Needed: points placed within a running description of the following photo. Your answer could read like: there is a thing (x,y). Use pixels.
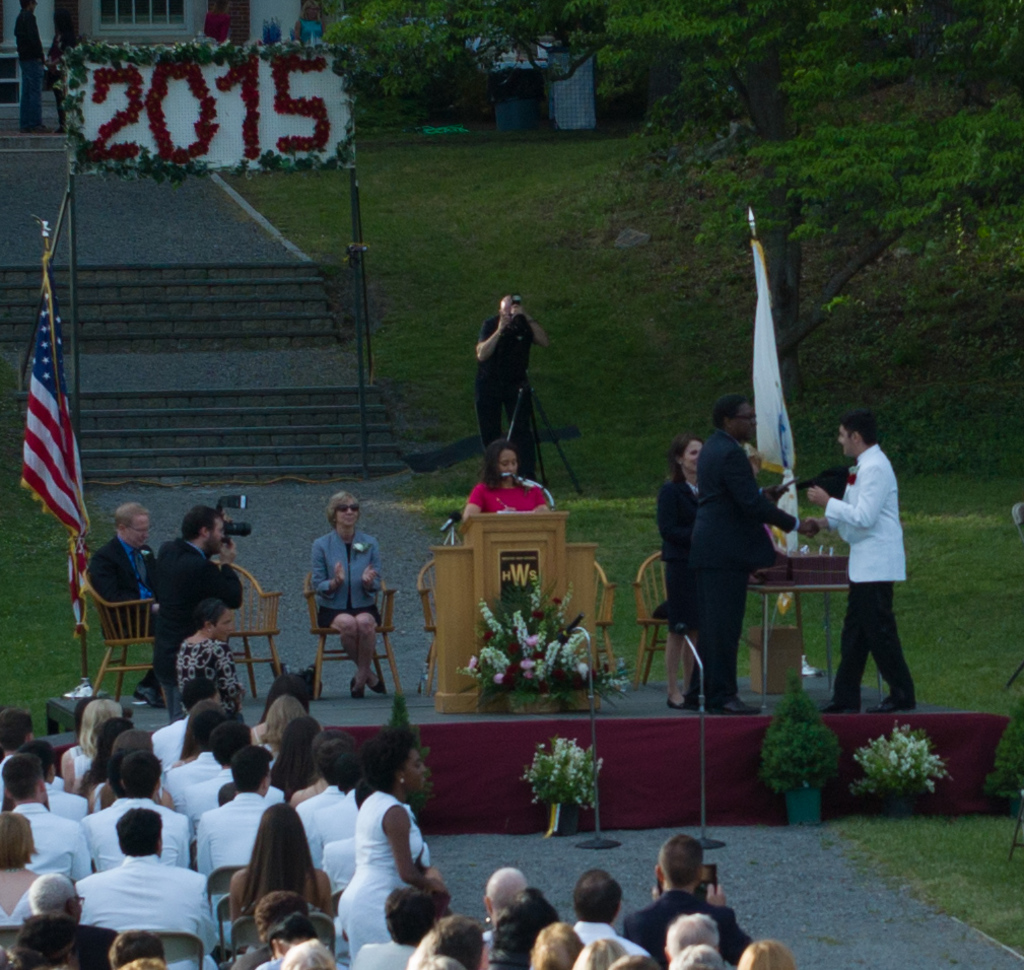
In this image, we can see a group of people (8,917). Few are sitting and standing. Here a person (220,596) is holding a camera (228,526). In the middle of the image (497,504), a woman (520,506) is standing behind the podium (504,575). Here there are few plants (1006,785), flower bouquet (603,680), grass (940,845), walk way (417,592), flags (78,488). Background (1021,117) we can see trees (714,189), stairs (211,330), wall (42,118), glass windows (8,69).
